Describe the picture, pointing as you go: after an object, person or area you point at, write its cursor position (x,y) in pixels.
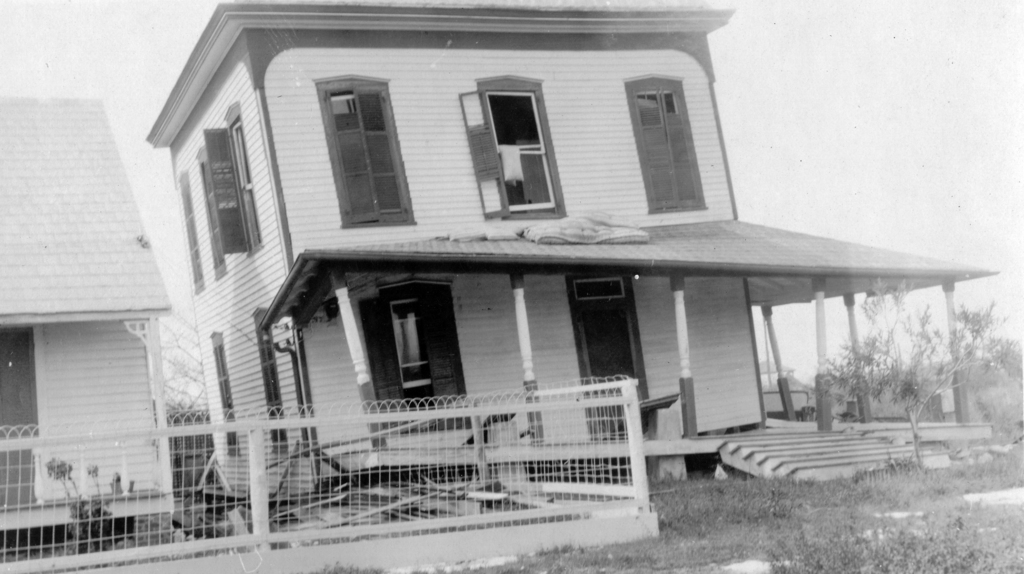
This is a black and white image. In the middle of the image (492,314) there are two buildings (516,354). In front of these buildings (139,393) there is a railing (478,541). At the bottom (849,534) I can see the grass (873,551) on the ground (772,506). On the right side (919,336) there is a tree (893,379). At the top of the image (883,102) I can see the sky (881,122).
